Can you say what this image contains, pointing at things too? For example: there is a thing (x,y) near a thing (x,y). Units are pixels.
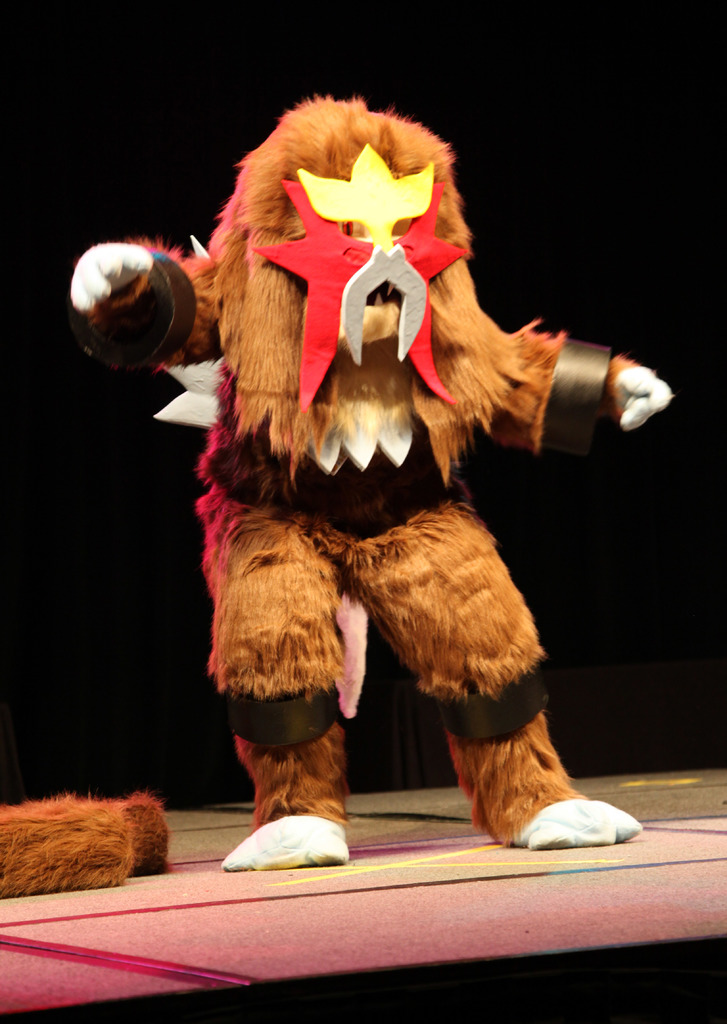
In the middle of the image (368,618) we can see a person (406,447) wore costumes (306,588), and we can see dark background (604,260).
